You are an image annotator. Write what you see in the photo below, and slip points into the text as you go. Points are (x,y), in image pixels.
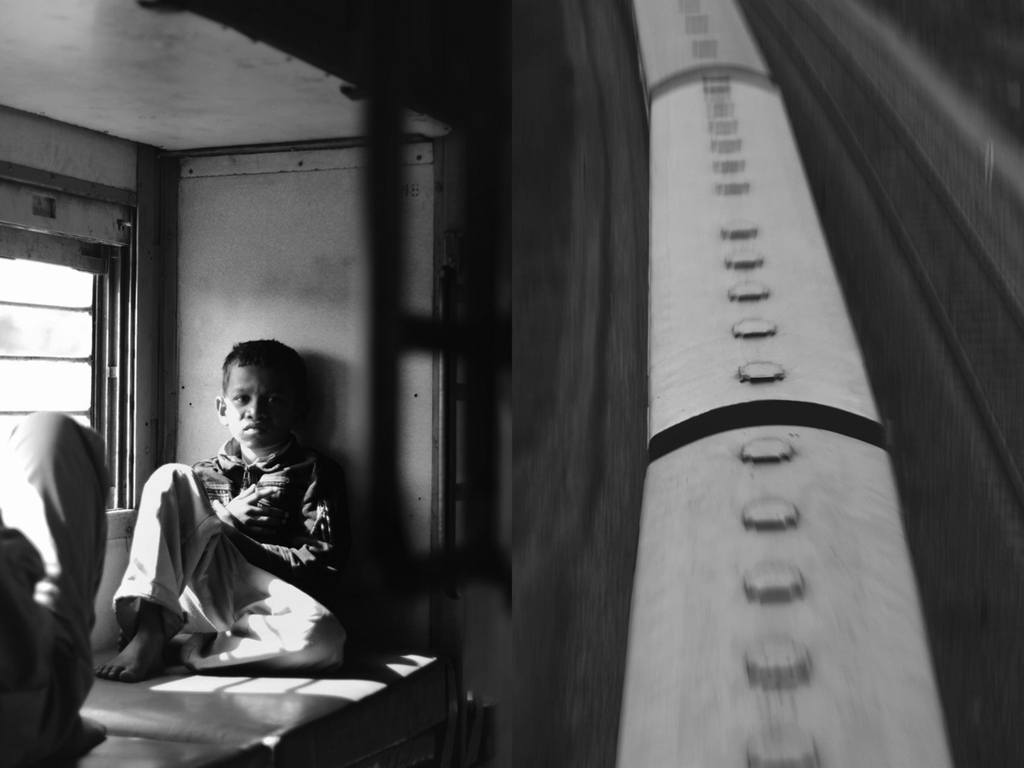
This is a black and white image and there are two photos in it, in the first photo a boy (125,582) is sitting beside a window (20,316) in a train (214,686) and there is another person (40,761) in front of him, in the second photo we can see the train (786,693) from the top.
